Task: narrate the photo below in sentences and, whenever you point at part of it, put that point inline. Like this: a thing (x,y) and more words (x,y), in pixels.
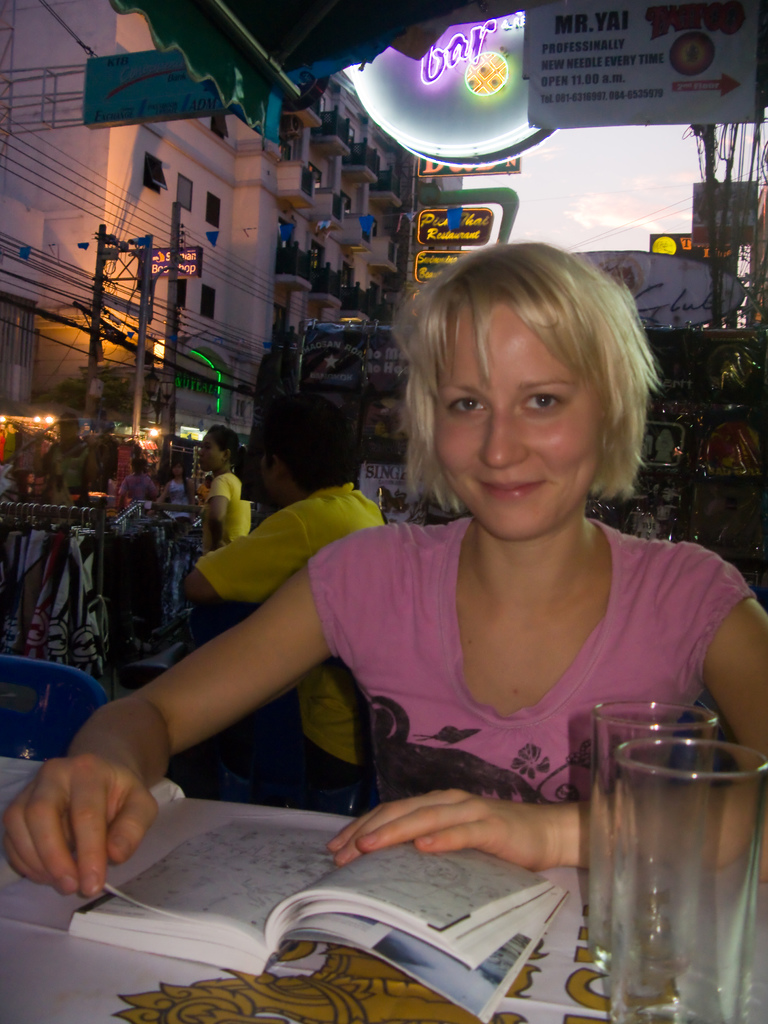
In this image, I can see the woman (529,737) sitting and smiling. This is a table (95,982) with a book (385,943), glasses (626,881) and few other things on it. I can see a person (258,545) sitting and few people (215,494) standing. I think these are the clothes (72,568) hanging to a hanger (97,517). I can see the buildings (221,233). These look like the name boards (456,256). I think these are the current poles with the current wires (148,296).
